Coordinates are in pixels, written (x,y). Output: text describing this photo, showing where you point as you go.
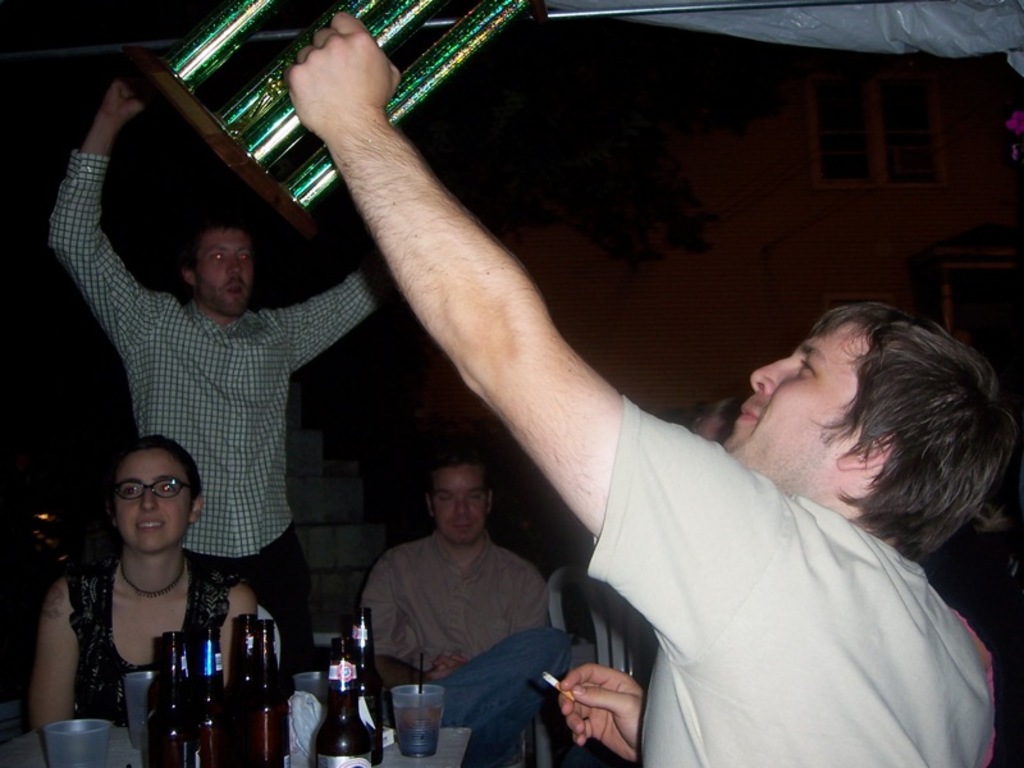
In this image we can see this person (615,395) is holding some object (398,116) and a cigarette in his hands (385,56). Here we can see glasses (103,745) and bottles (321,754) kept on the table (129,754) also we can see these two persons (170,556) sitting on the chairs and this person (241,545) is standing. The background of the image (812,151) is dark where we can see stairs (339,541), trees (656,128) and the building (888,224).
